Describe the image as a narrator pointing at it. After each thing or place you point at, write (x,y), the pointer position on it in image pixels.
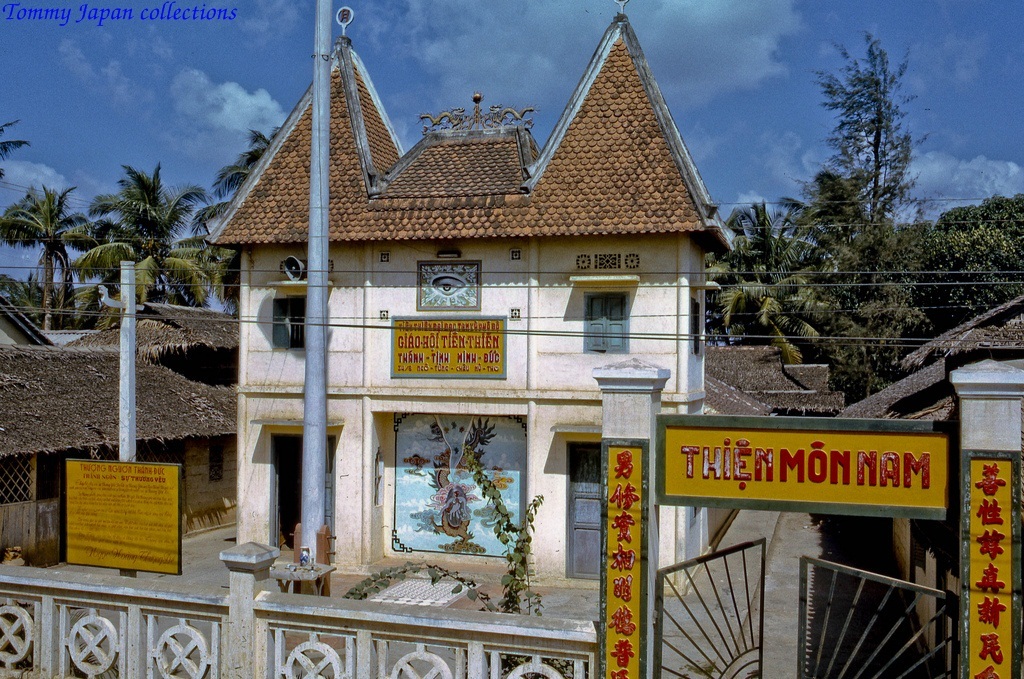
In this picture we can see a fence (139,596) and a gate (886,600). There is a board (171,473) on the pole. We can see some wires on top. There is a building (557,396). We can see a few houses (72,380) and trees (959,235) in the background (13,436). Sky (446,60) is blue in color and cloudy. There is a text (94,7) in the top left (69,9).
